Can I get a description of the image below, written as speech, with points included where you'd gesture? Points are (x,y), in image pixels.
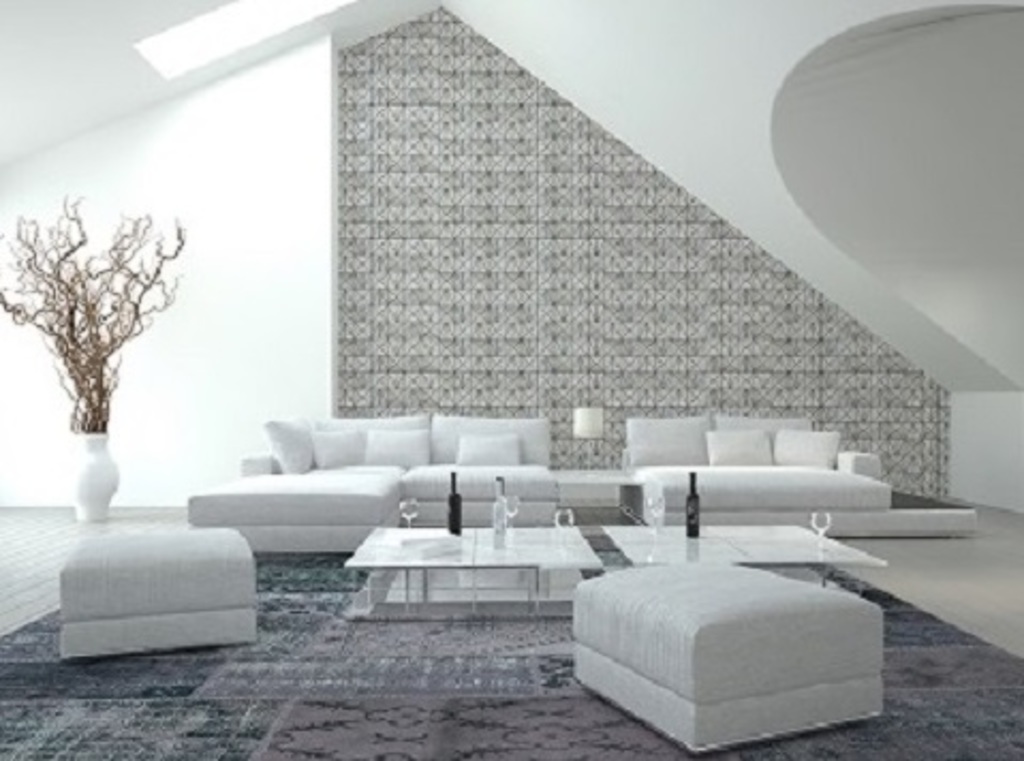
In this image I see a sofa set (388,441) and 2 tables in front on which there are 3 bottles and 5 glasses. In the background (603,388) I see the wall (625,393), a lamp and a plant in the pot (79,455).
